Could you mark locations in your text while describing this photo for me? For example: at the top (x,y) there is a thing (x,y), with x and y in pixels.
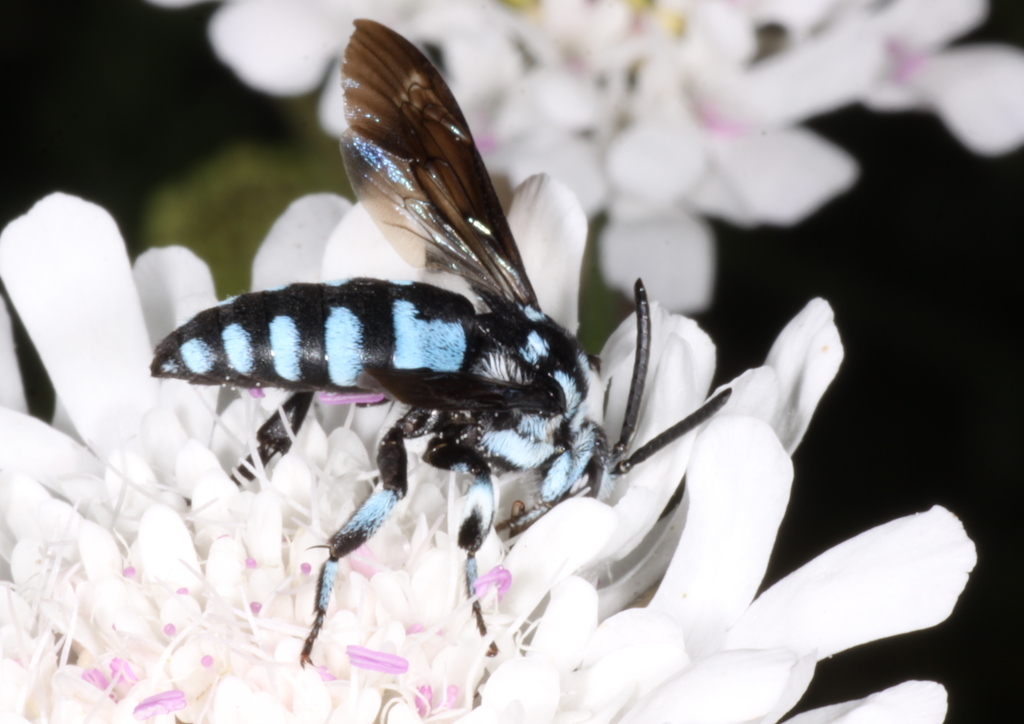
In this picture I can see the insect (430,401) on the flower (439,590).
